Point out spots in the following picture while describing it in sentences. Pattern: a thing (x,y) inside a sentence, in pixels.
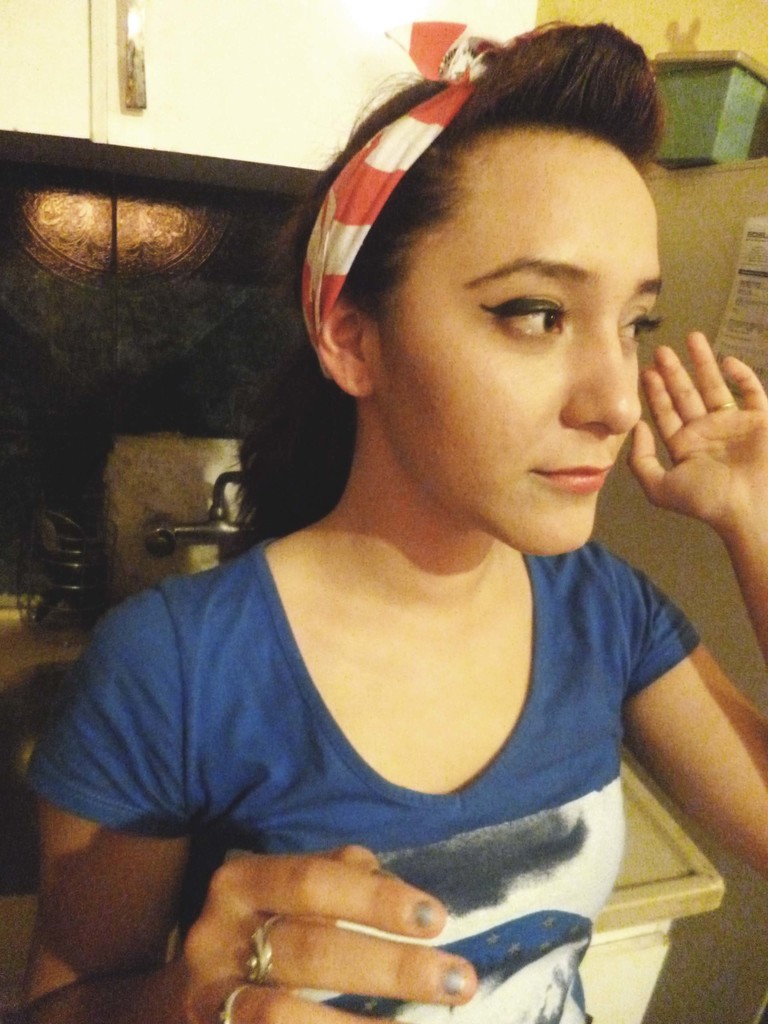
In the image there is a woman (280,624) in blue t-shirt (521,779) and red hair band (318,249) standing in front of table (39,634), it seems to be wash basin (167,518) behind her and a cupboard (210,79) above it.
